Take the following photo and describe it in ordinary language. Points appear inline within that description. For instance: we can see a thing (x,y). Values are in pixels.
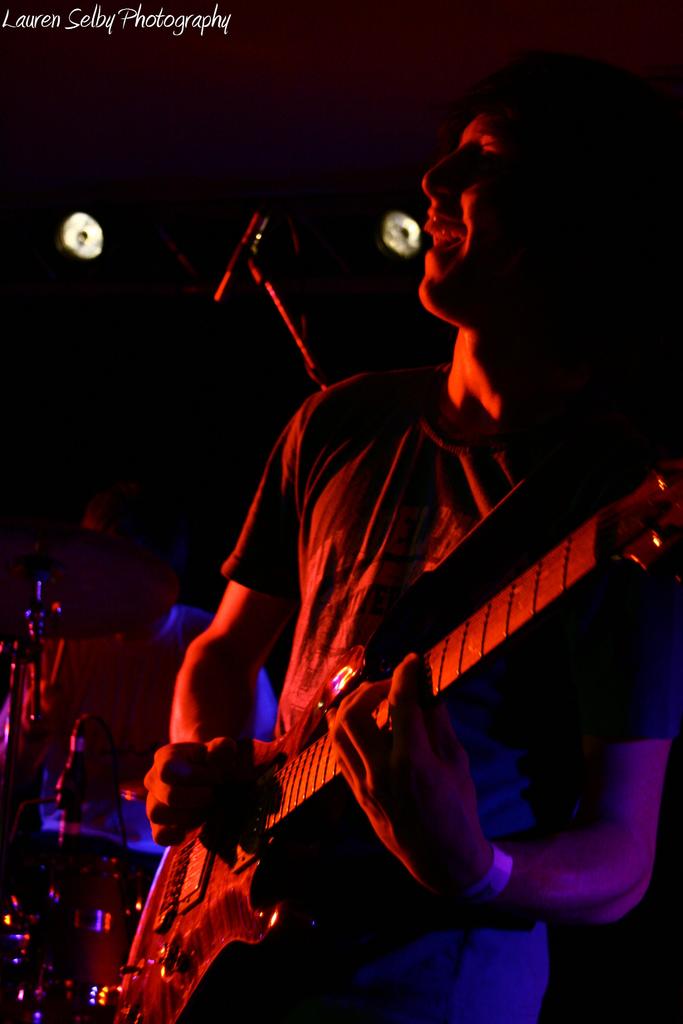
In this image a man (375,802) is playing guitar (266,830). He is smiling. Behind him there is a mic (72,816). There are drums (66,851) played by a person (145,625) in the background (153,580). On the top (408,222) there are lights (398,222).
